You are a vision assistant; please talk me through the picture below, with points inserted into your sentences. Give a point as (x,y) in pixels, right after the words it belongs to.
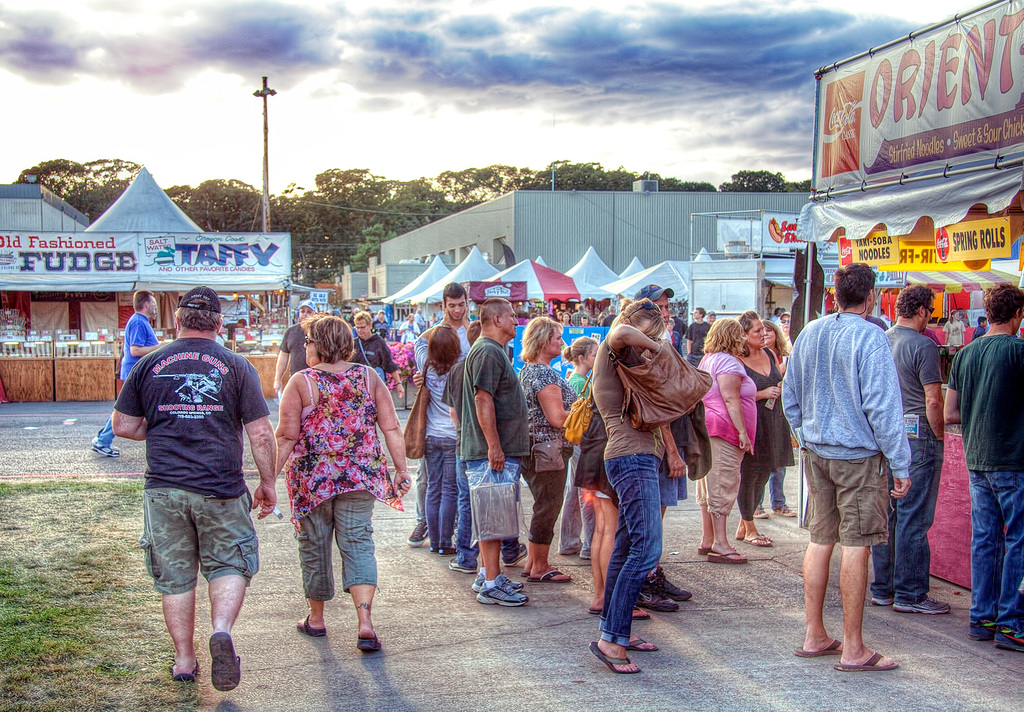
This image is clicked outside. There are so many stalls (692,282) in the middle (408,297). There are so many persons (749,484) standing in the middle (578,461). There is sky (556,94) at the top (497,126).
